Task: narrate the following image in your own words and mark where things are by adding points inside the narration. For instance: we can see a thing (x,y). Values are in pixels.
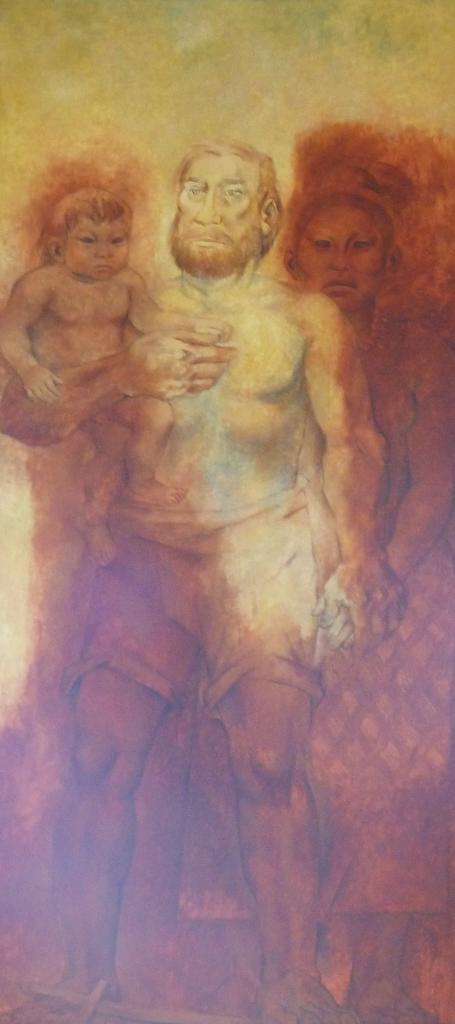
In this image we can see depictions (140,355) of persons (107,992).
